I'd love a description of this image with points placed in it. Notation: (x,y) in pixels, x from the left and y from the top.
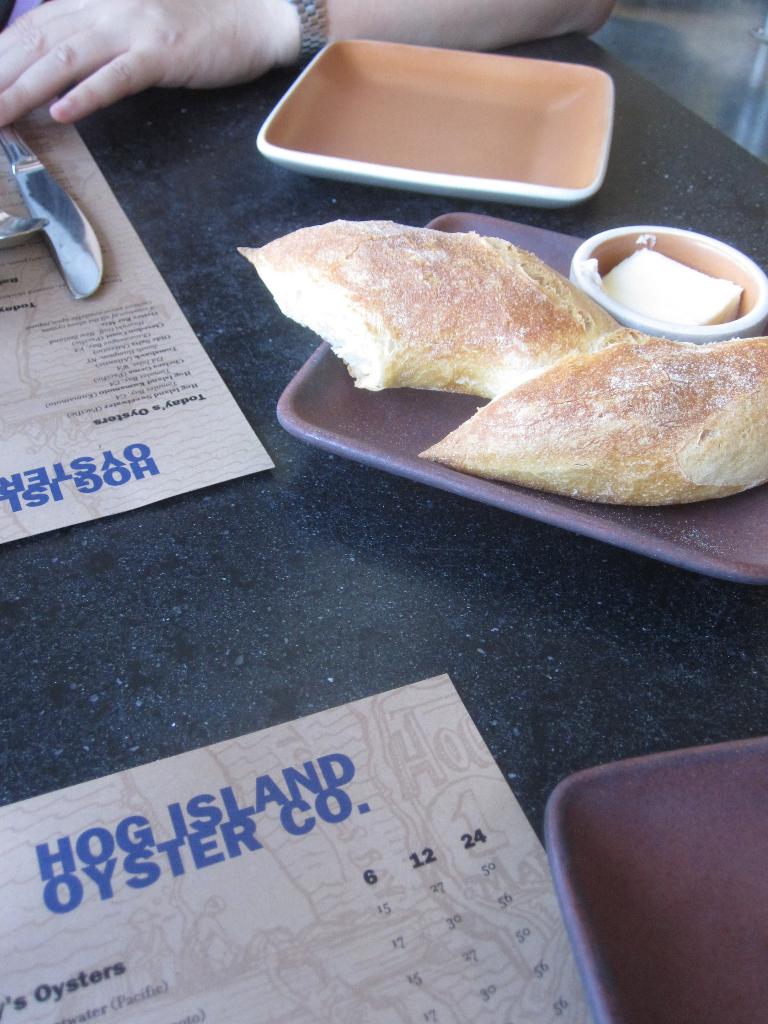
In this picture we can see food (522,348) in the plate (402,406), beside to the plate (396,419) we can find papers (168,419), spoon (18,223), knife (76,220) and few plates (688,768) on the table (293,461), and we can see a person (234,79) in front of the table (258,385).
